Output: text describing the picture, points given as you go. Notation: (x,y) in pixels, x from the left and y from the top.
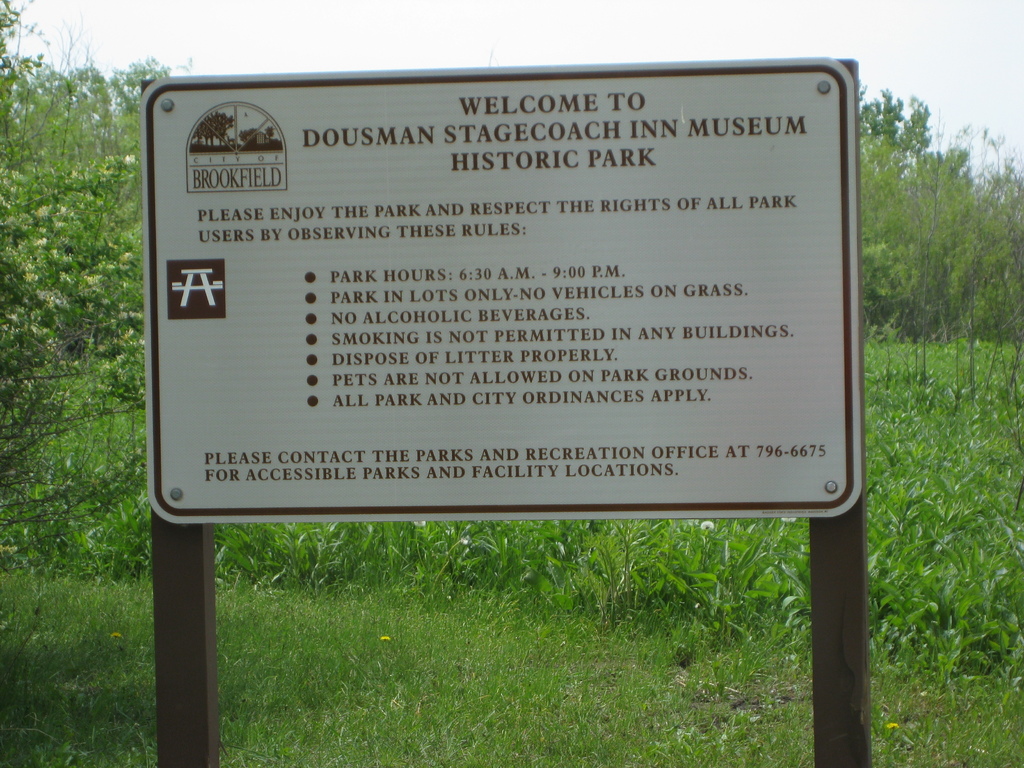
In this image I see a white board (467,257) on which there are words (440,210) written and I see the logo (221,150) over here and this board (284,351) is on the poles (821,599). In the background (873,591) I see the grass (418,655), plants (3,251), trees (915,257) and the sky (519,65).
